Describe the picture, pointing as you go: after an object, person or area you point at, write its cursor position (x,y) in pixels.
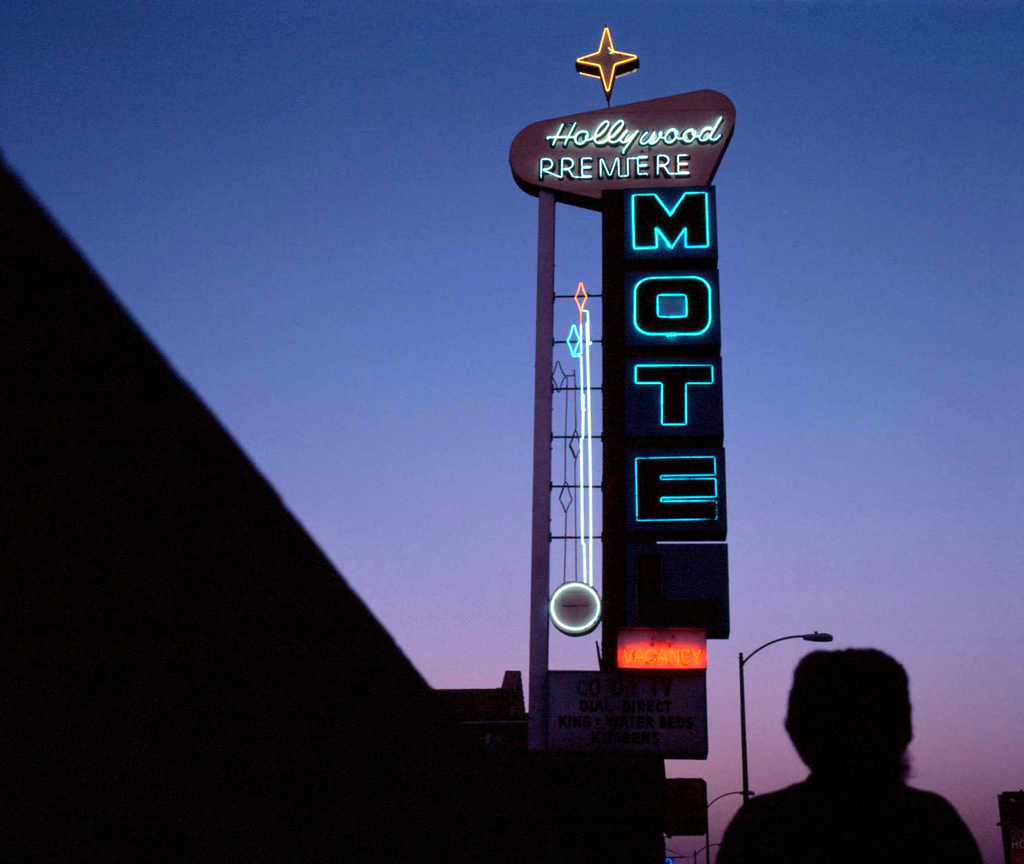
In front of the image there is a person (787,731), beside the person (809,728) there is neon sign (569,615) and a building (470,755) and there is a lamppost (741,696).
